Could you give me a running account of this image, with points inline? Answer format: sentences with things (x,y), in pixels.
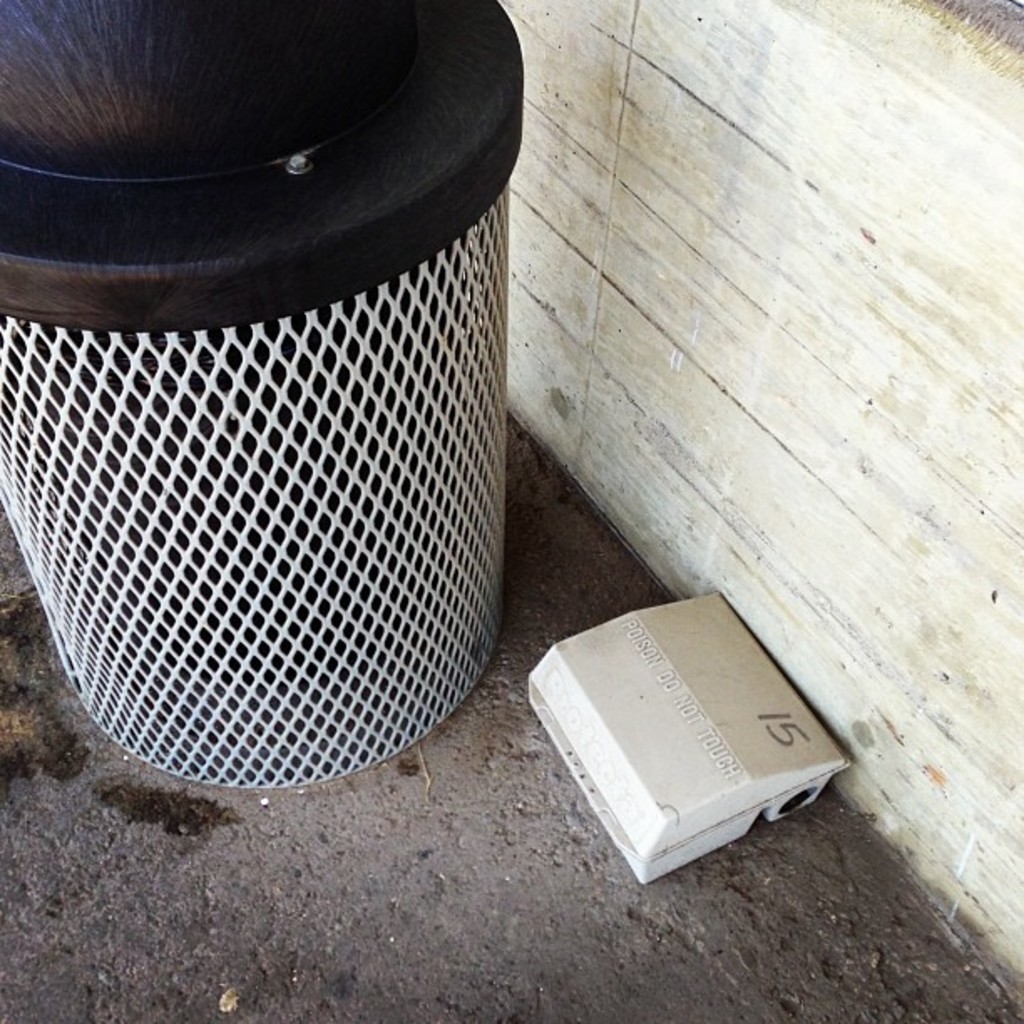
In this image there is a dustbin (314,18) and a box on the floor (495,739), and in the background (709,520) there is a wall (683,334).
